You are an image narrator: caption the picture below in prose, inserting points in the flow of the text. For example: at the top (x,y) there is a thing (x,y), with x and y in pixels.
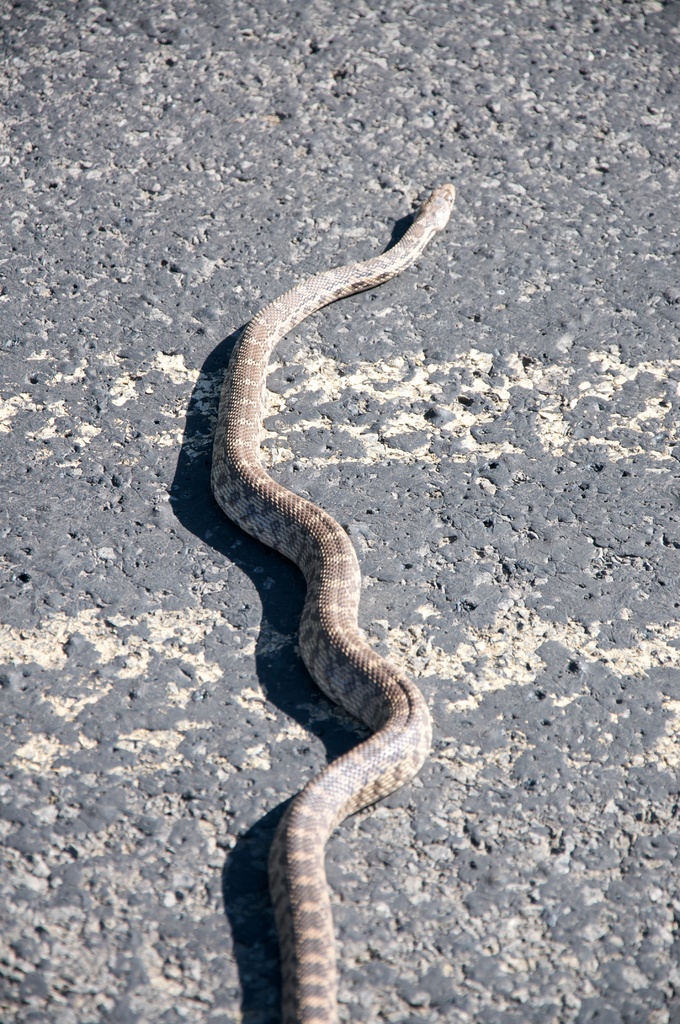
In the image there is a snake (261,383) on the ground (195,684).
